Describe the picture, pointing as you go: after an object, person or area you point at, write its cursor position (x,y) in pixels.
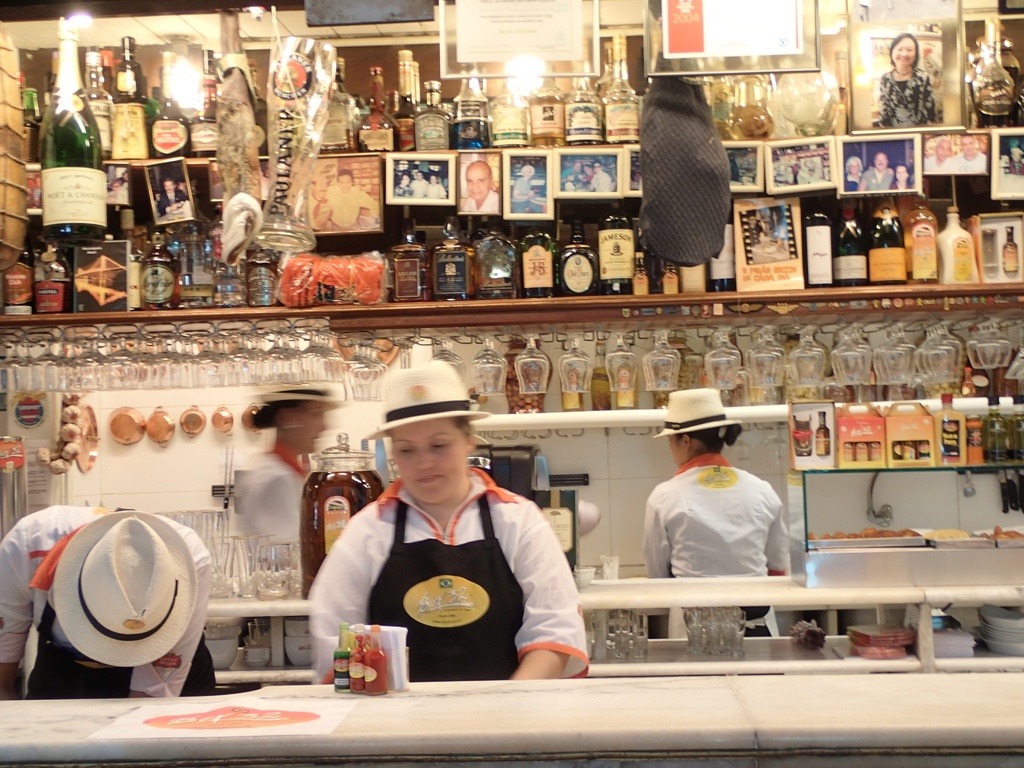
In this image there are some objects (11,510) on the tables (648,599). There are people (456,572) standing. There are bottles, glasses (998,347) and photo frames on the platforms (578,302). On top of the image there are lights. On the left side of the image (168,423) there are some utensils (230,412) on the wall (116,446).
